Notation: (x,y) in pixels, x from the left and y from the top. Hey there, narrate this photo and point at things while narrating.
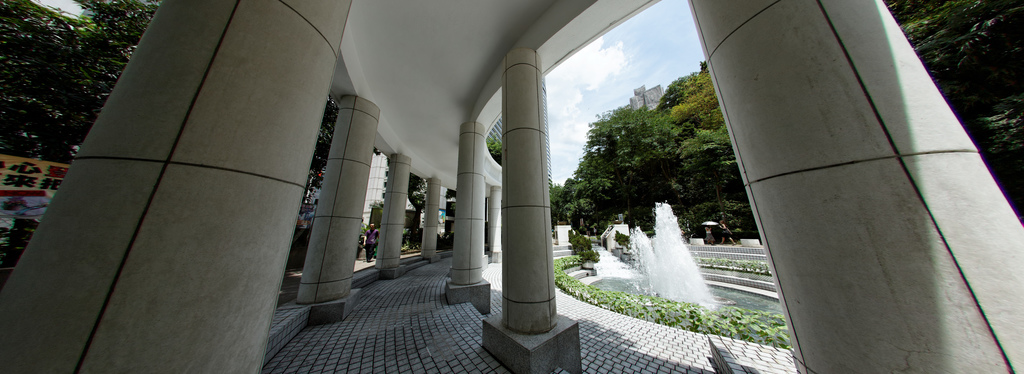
In the foreground (402,252) I can see pillars (182,300) and a roof (432,174), creepers (639,305) and a fountain (663,280). In the background (666,194) I can see people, board (23,198), trees (411,183) and buildings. On the top (569,107) I can see the sky (615,81). This image is taken during a day.
